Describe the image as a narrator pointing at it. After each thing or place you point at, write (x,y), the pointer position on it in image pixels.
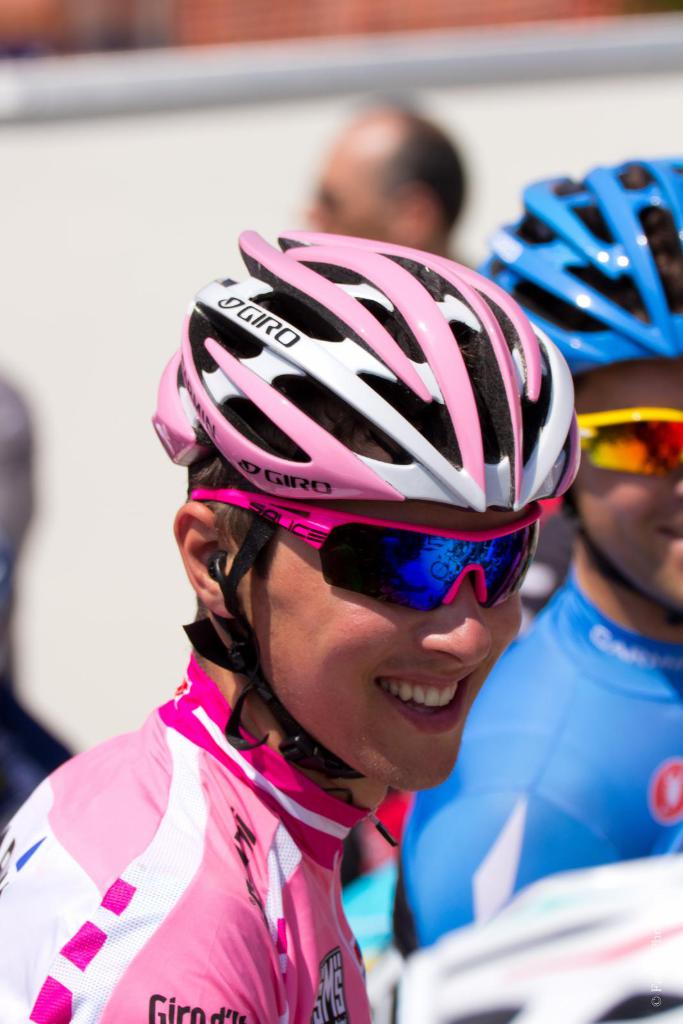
In this image we can see two persons (225,621), one person (183,739) wearing pink color dress (180,875), helmet (464,468) and goggles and the other person (534,699) wearing blue color dress (544,664), helmet (642,190) and goggles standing and in the background of the image (340,184) there is a person (340,184) standing and there is white color sheet (274,195).
